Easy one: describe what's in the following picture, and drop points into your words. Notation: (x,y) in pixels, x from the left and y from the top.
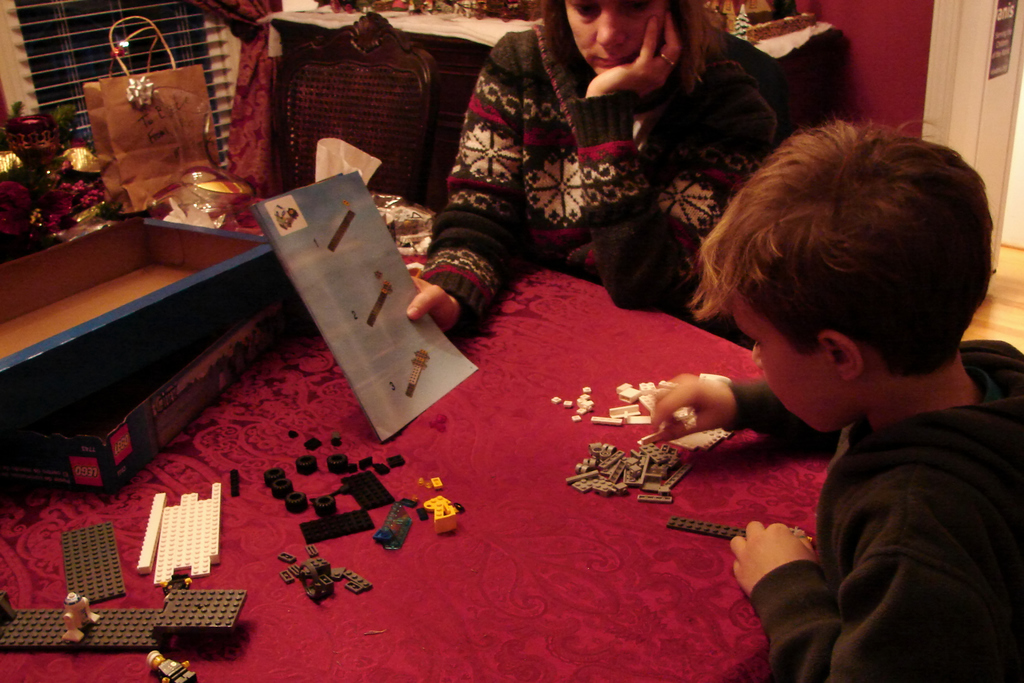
There is a room (522,397). The people (729,384) are sitting in a chair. He is playing with Legos (718,378). She is holding a paper (429,399). There is a table (522,379). There is a legos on a table (511,409). We can see in the background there is a chair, window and bag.
